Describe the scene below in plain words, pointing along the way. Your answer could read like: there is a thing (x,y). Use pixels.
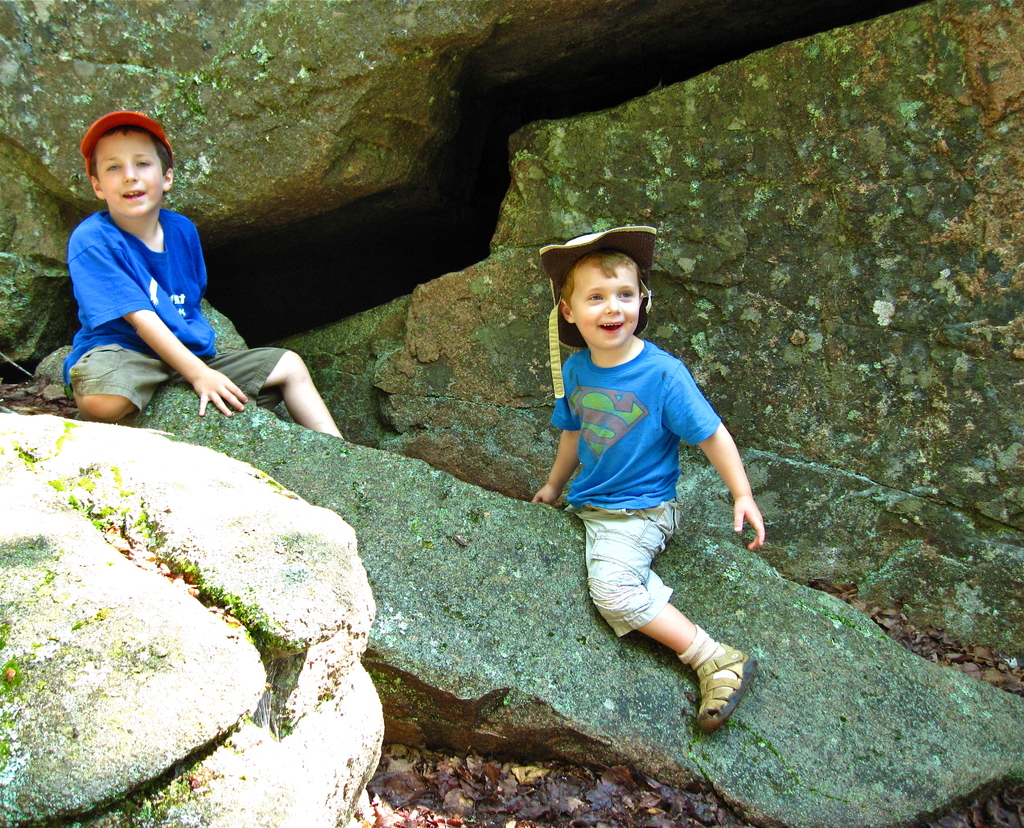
Here I can see two boys (90,269) wearing blue color t-shirts (666,466), caps (94,129) on the heads (133,177), sitting on a rock (191,393) and smiling. At the bottom (455,810), I can see the ground (492,800). In the background (415,141) there are some more rocks (423,86).
